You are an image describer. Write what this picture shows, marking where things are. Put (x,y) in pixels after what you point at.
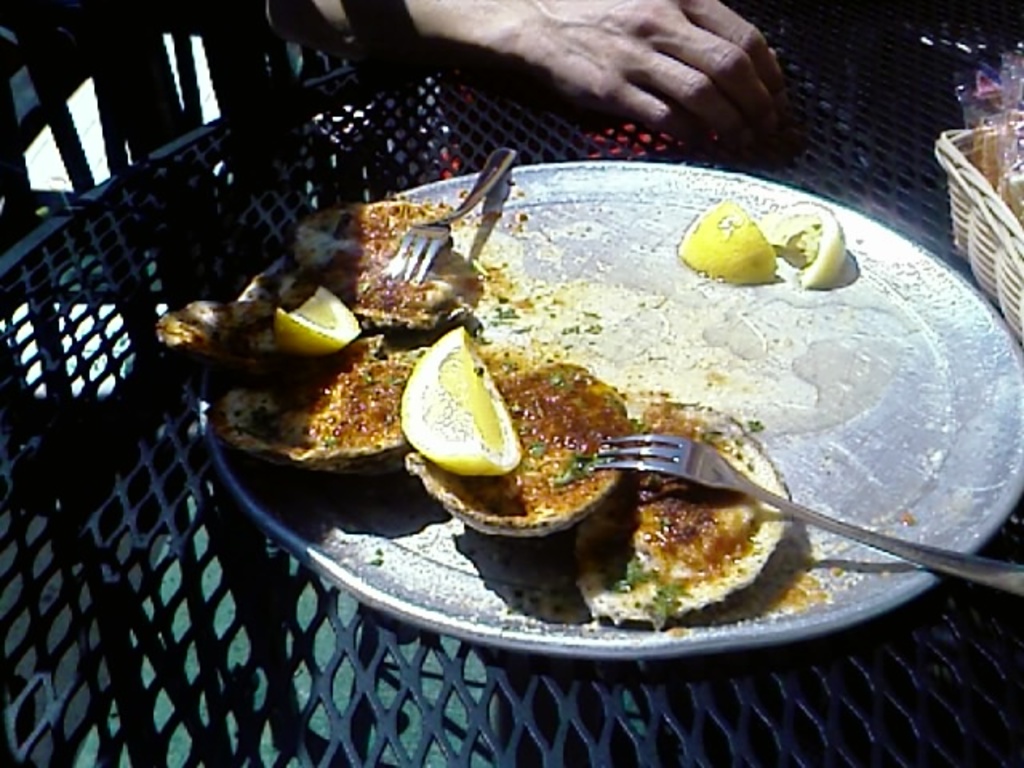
In the image there is some food item (517,422) kept on a plate (503,351) and the plate (496,340) is kept on some object (646,154), behind the plate (695,184) there is a hand (446,27). On the right side (965,159) there is a basket (985,246) and in that there are some items (985,151).
